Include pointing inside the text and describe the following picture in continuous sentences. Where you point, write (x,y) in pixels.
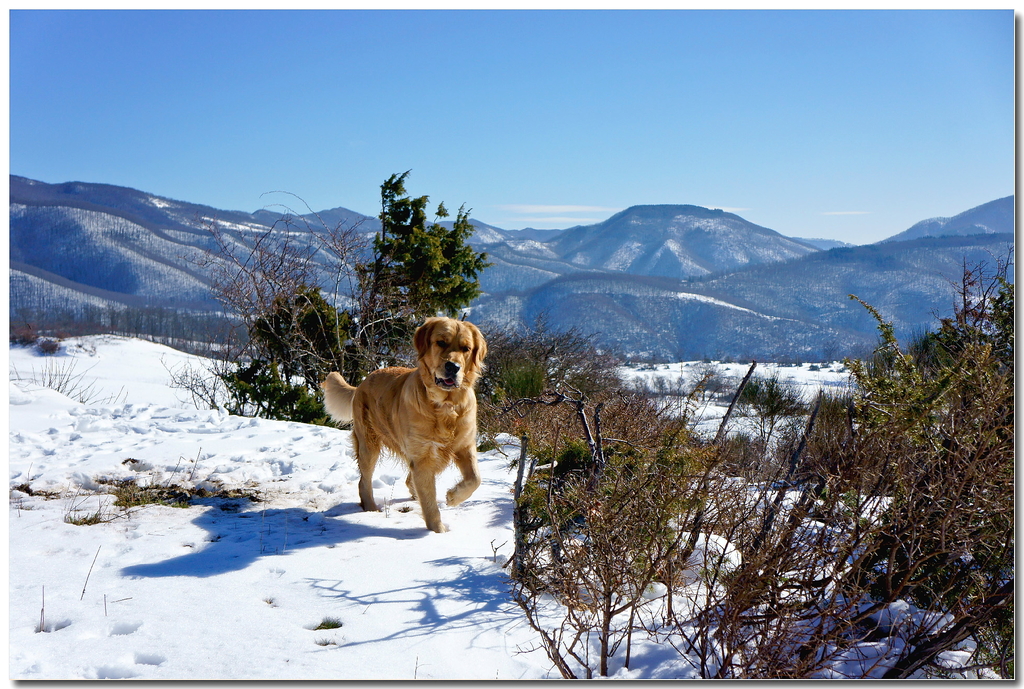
In the image there is a dog (423,380) on the ice surface (304,431), around the dog (439,388) there are trees (413,291) and the background (72,226) there are mountains (115,220).
